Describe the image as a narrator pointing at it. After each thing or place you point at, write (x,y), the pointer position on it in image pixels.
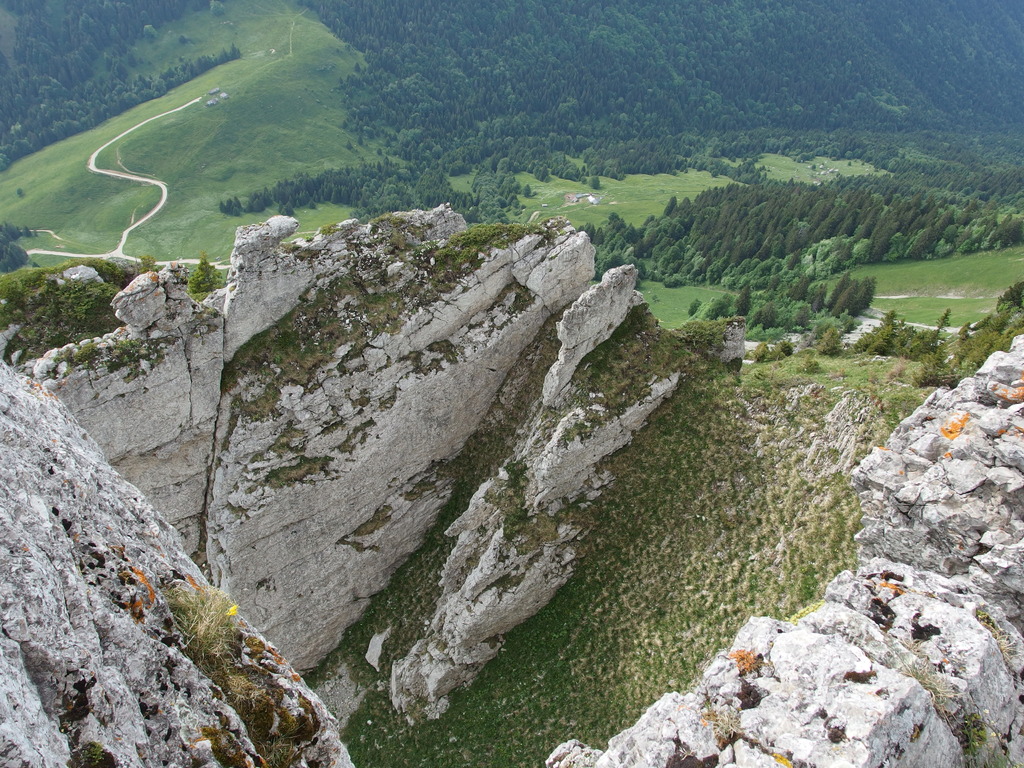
The picture is captured from a hill station (110,721) there is a beautiful greenery (801,234) with a lot of grass (245,156) and plenty of trees (688,83).
